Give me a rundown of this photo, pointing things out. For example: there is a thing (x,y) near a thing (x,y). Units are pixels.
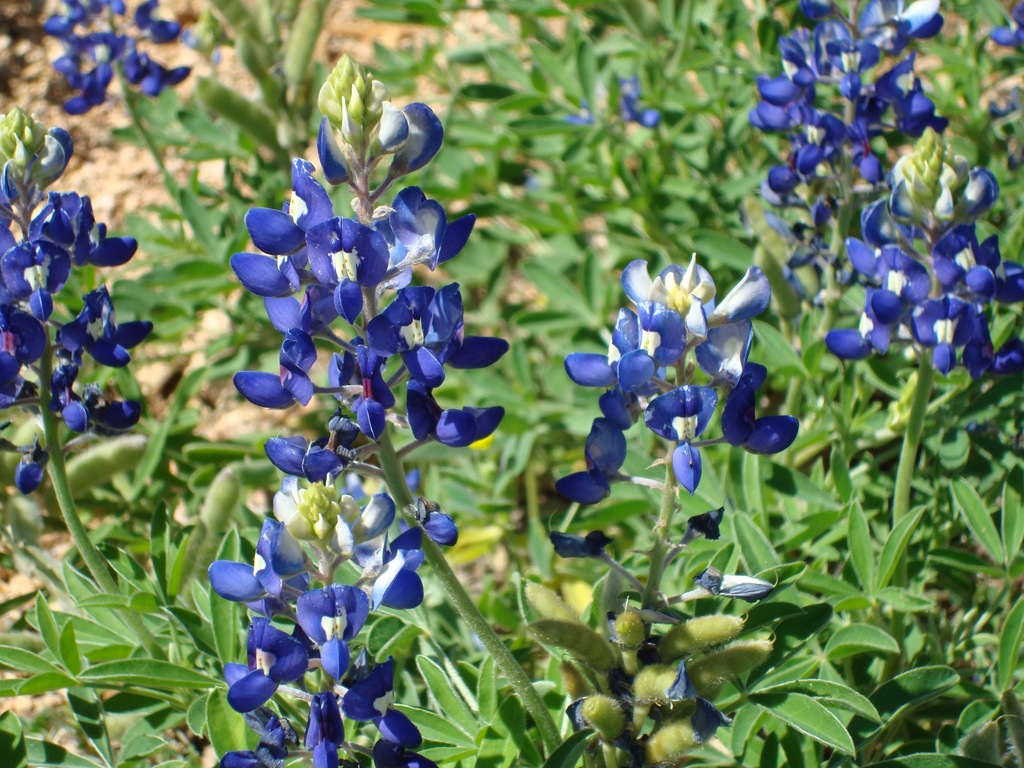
In this picture I can observe blue color flowers (307,358). In the background (464,284) there are some plants (530,373).
